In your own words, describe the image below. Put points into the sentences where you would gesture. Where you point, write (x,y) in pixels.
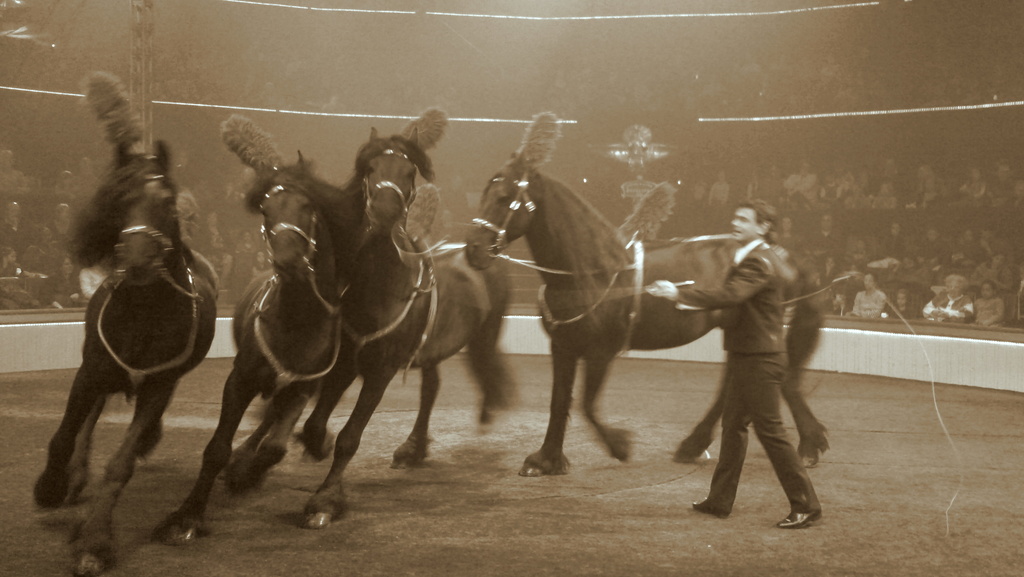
In this picture there are horses (715,307) running and there is a person (816,520) standing. At the back (735,192) there are group of people (799,177) sitting. On the left side of the image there is a pole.
